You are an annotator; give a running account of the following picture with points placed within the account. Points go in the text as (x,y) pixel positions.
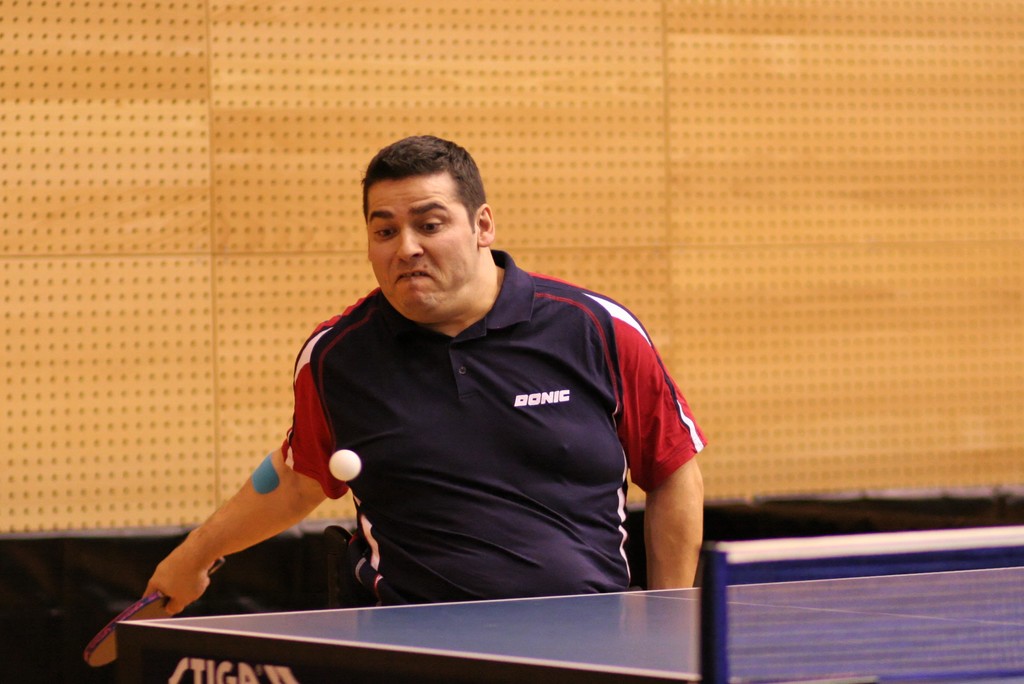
The person (456,440) wearing blue shirt (507,471) is playing table tennis.
